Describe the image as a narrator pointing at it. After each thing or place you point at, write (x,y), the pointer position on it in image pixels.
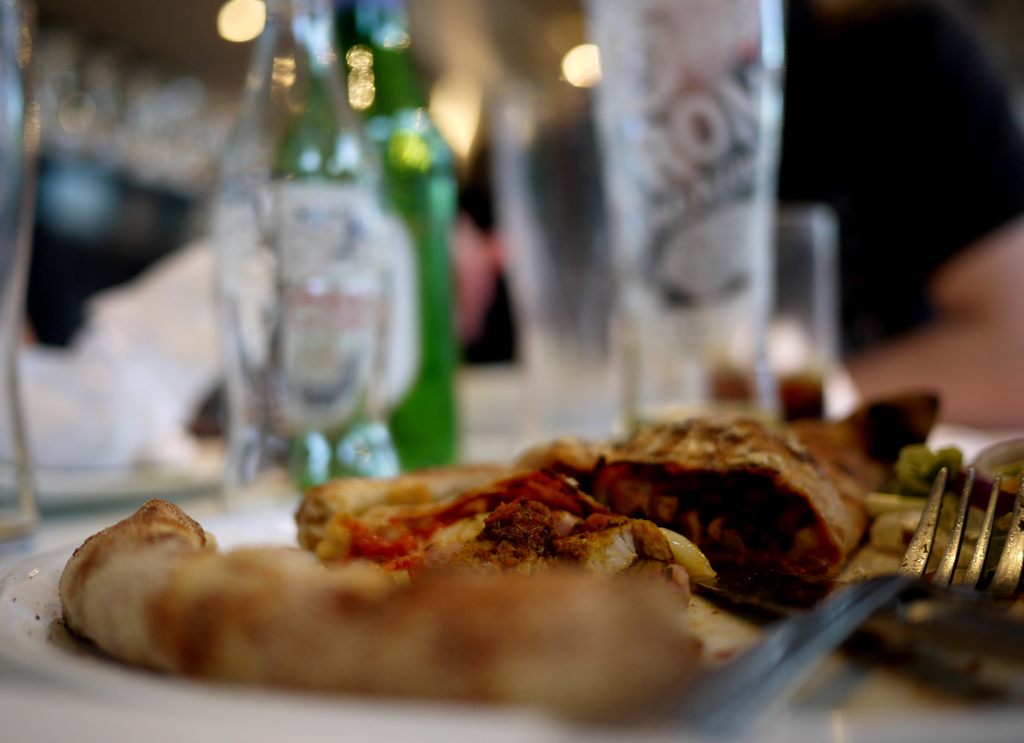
In the foreground (492,493), I can see liquor bottles (447,439) and food items (495,511) on a table (462,439). The background (137,291) is not clear. This picture might be taken in a hotel (139,257).
